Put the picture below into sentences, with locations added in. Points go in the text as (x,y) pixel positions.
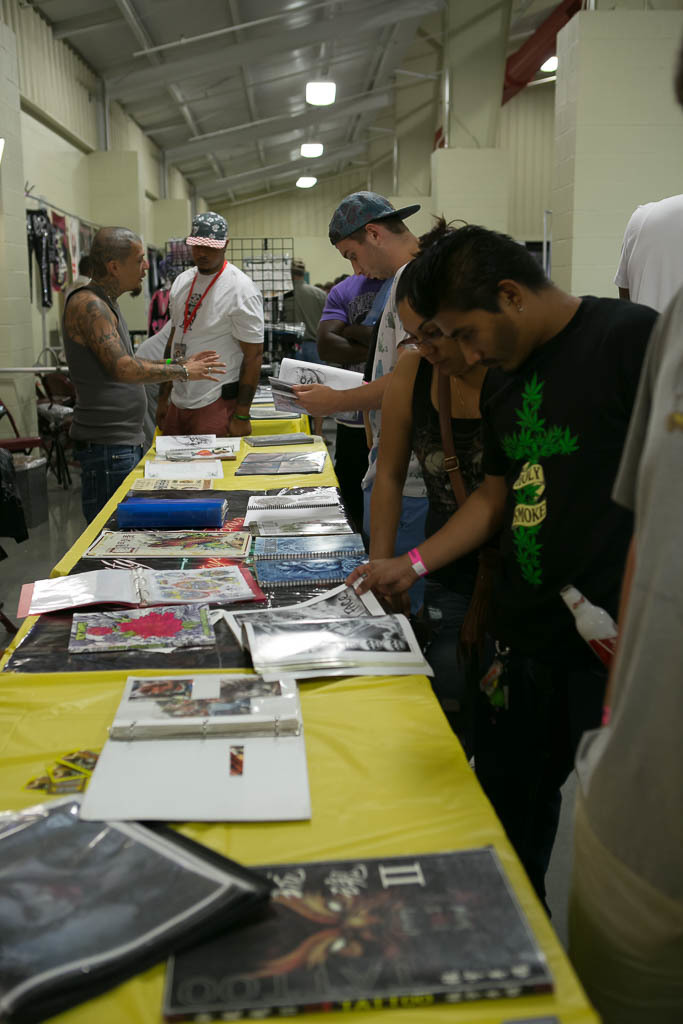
In the image in the center (253,360) we can see few people (174,416) were standing around the table (353,529) and few people (406,378) were holding some objects (325,369). On the table (358,789), there is a bag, cloth (375,790) and different types of books (230,715). In the background (240,197) there is a wall (403,132), roof (362,148), lights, pillars (603,129), clothes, chairs (59,454) and few other objects (51,417).
